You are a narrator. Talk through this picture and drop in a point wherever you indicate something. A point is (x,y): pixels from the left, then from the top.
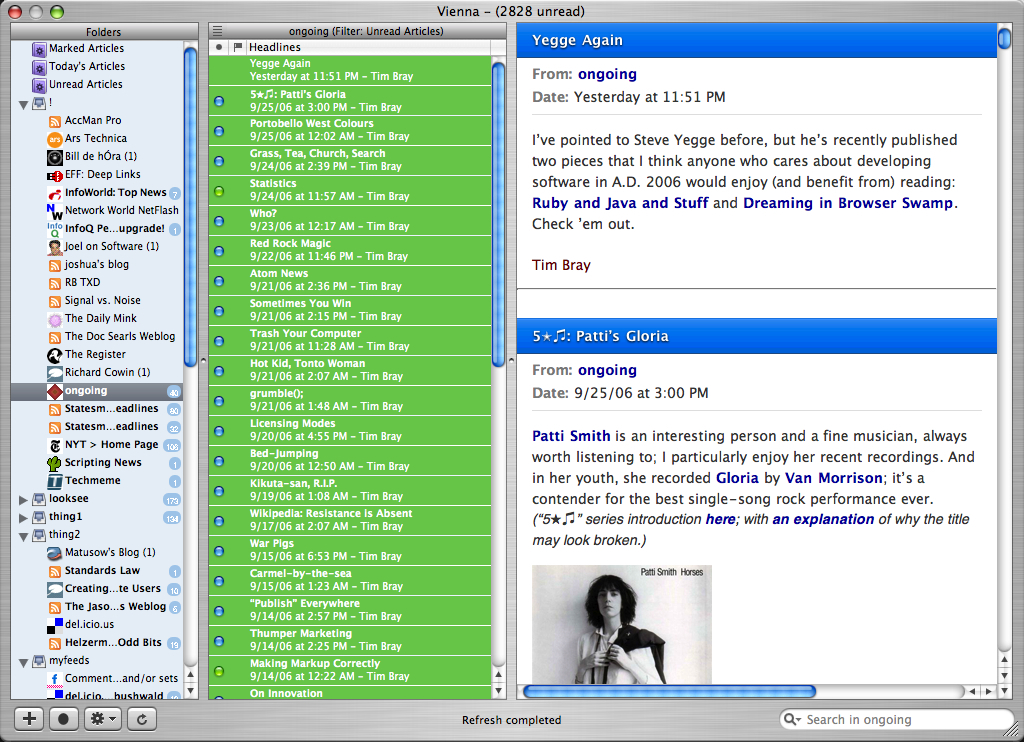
In this image we can see a computer screen (557,292) and on the screen (362,226) we can see there is some content (378,172) and images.
